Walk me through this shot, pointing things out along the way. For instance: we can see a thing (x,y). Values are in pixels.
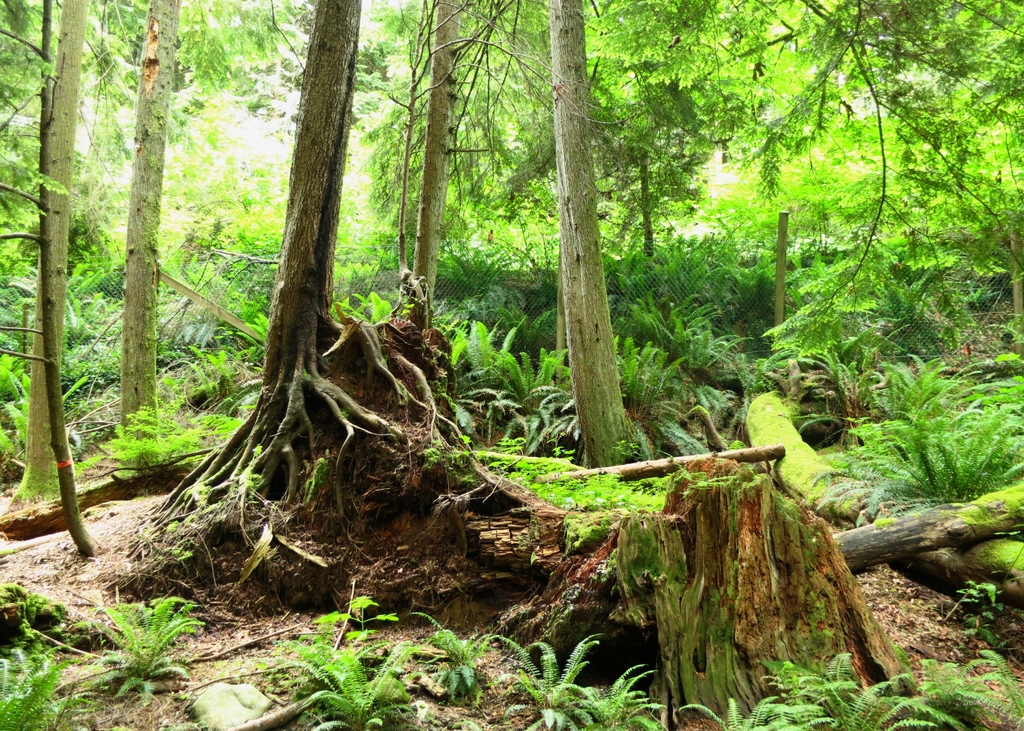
In this image, we can see trees (237,483) and plants (193,270) and there is a mesh (622,269).
